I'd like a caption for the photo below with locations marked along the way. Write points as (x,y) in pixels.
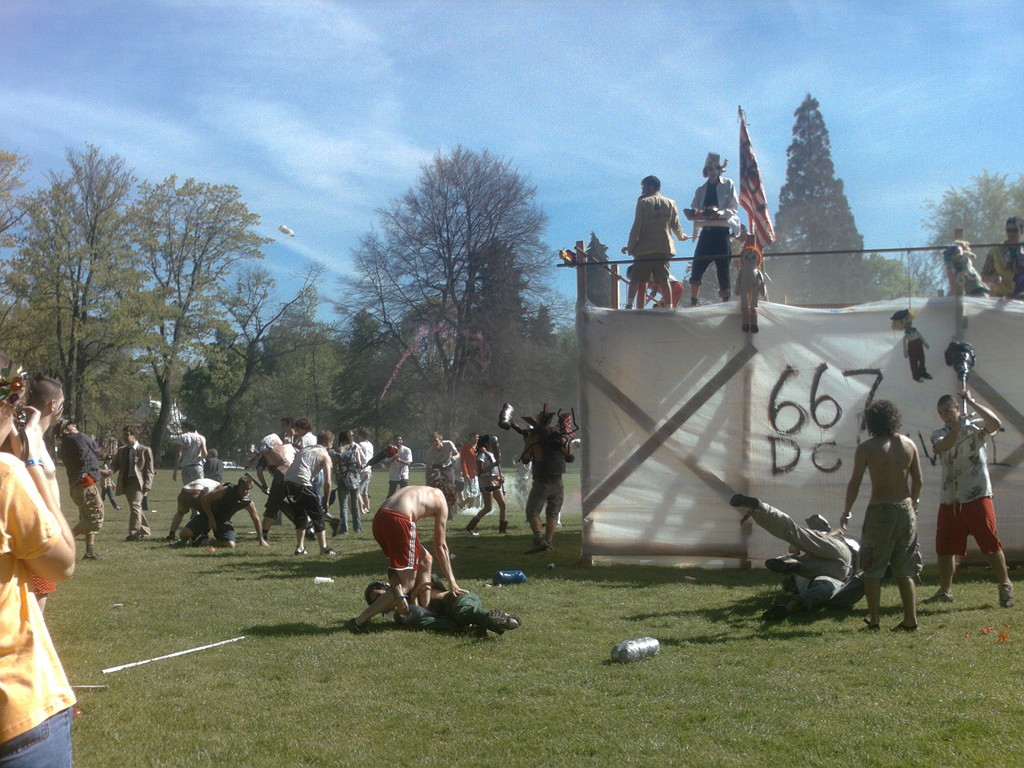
In this image I can see few people (554,465) around. In front (712,353) I can see white color cloth (796,366) and a flag (752,181). Back Side I can see trees (488,261). The sky (393,121) is in blue and white color. The person (965,469) is holding something and we can see few object (620,647) on the ground (662,678).
